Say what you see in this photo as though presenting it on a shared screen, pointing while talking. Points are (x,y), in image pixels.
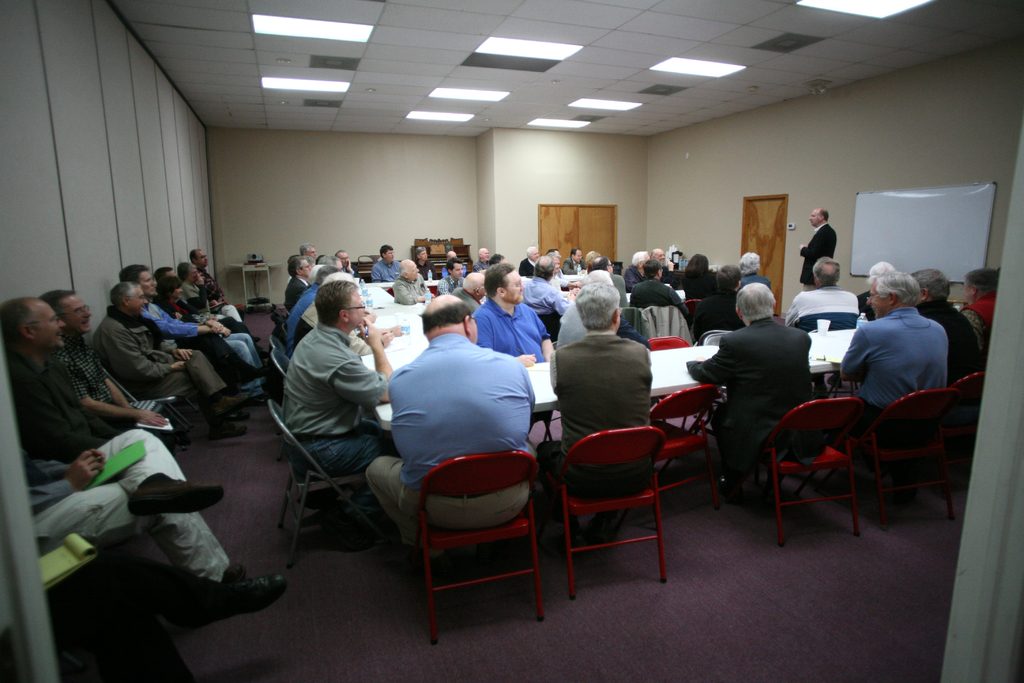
in a room (745,403) there are white tables (542,368) and people (505,509) are seated around the tables (369,364) on the red and grey chairs (287,439). at the left (57,488), in a line there are other people (40,538) sitting. at the right (899,219) there is a white board (951,213) on the wall (810,171) and a person (814,242) is standing in front of it wearing black suit (819,246). there are 2 wooden doors (603,234) on the wall (793,261). on the top (513,52) there are many lights (436,90). all the people (410,266) are looking to the person (808,253) standing at the right (812,257).
